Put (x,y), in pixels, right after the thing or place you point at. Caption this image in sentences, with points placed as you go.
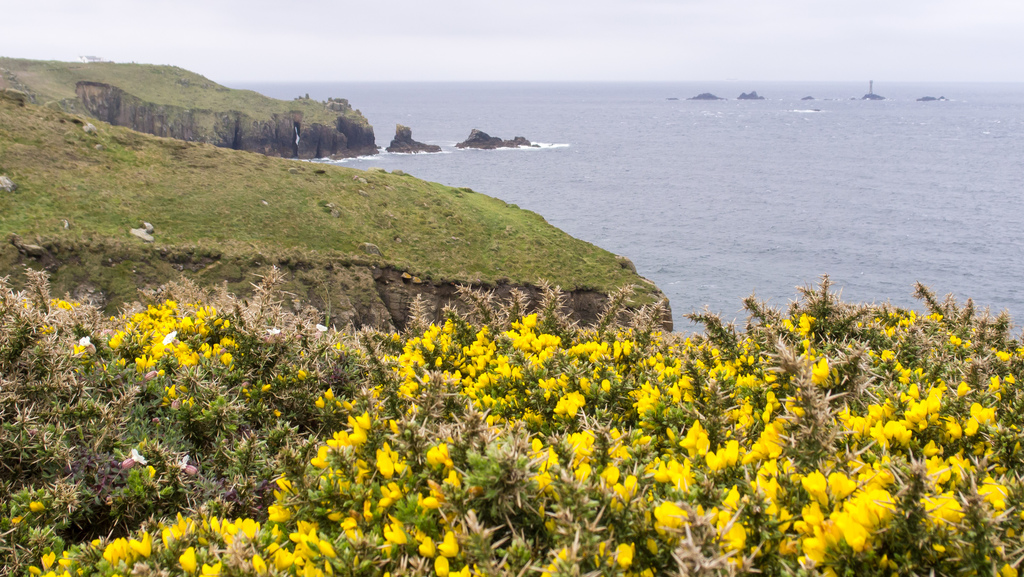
There are flower plants (423,396) at the bottom of this image (457,444). We can see surface of water (599,216) in the middle of this image (565,202) and the sky (521,77) is in the background (564,58).
